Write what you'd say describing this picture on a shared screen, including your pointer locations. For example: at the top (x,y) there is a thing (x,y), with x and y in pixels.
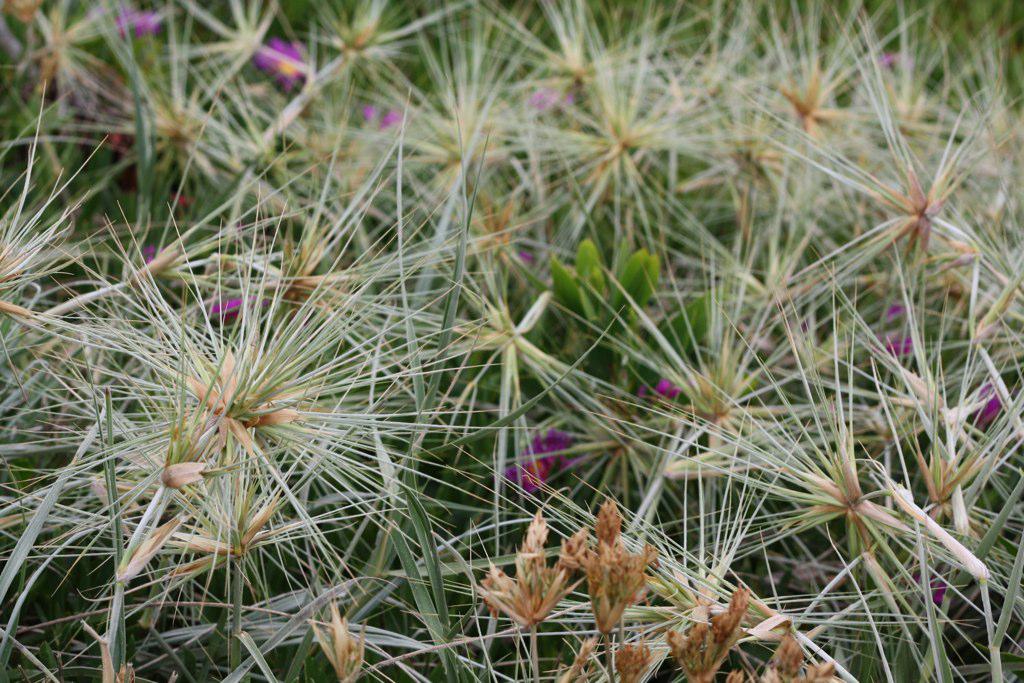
In this image I can see many plants (334,393) along with the leaves (571,280) and flowers (214,311).
